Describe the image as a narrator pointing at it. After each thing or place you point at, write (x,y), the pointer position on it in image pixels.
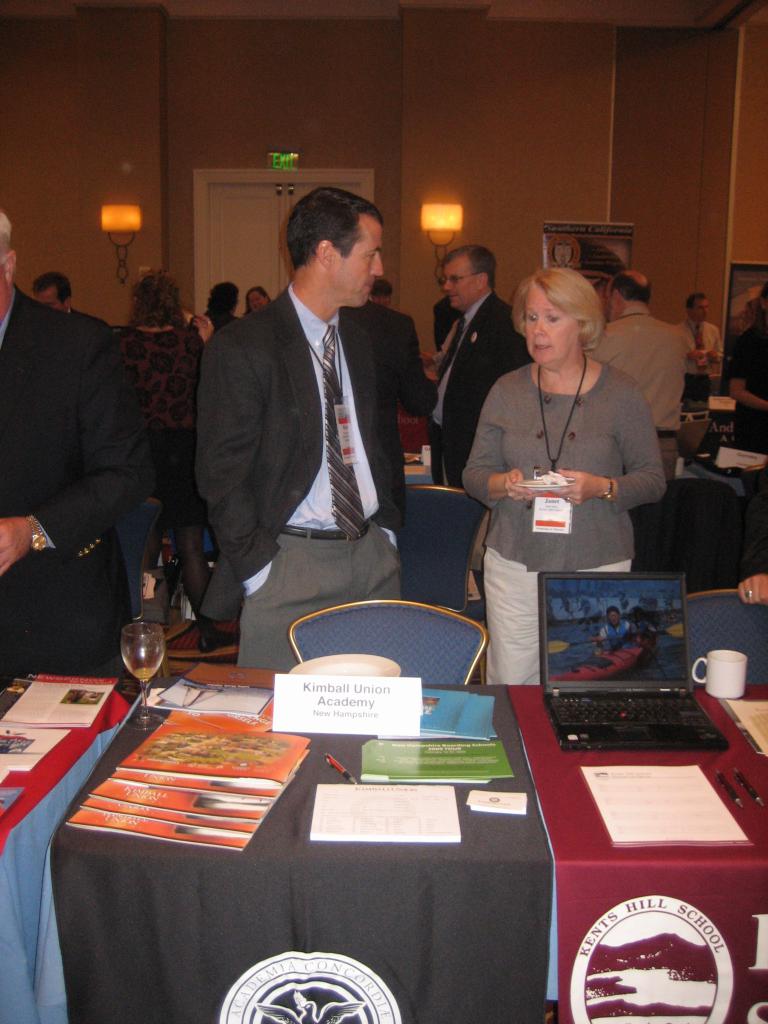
In this image, in the middle (381,492) there is a man (373,447), he wears a suit (380,447), shirt (328,490), tie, trouser (304,565) and there is a woman (548,535), she wears a t shirt (548,535), trouser (510,621) and a tag (558,530). In the foreground (339,782) there are tables (353,829) on them there are books (259,778), papers (432,756), posters (762,733), cups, glasses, laptop (579,736), cloth (585,826). In the background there are people (15,413), chairs (385,632), lights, door (277,226), posters (596,236) and a wall (471,188).
